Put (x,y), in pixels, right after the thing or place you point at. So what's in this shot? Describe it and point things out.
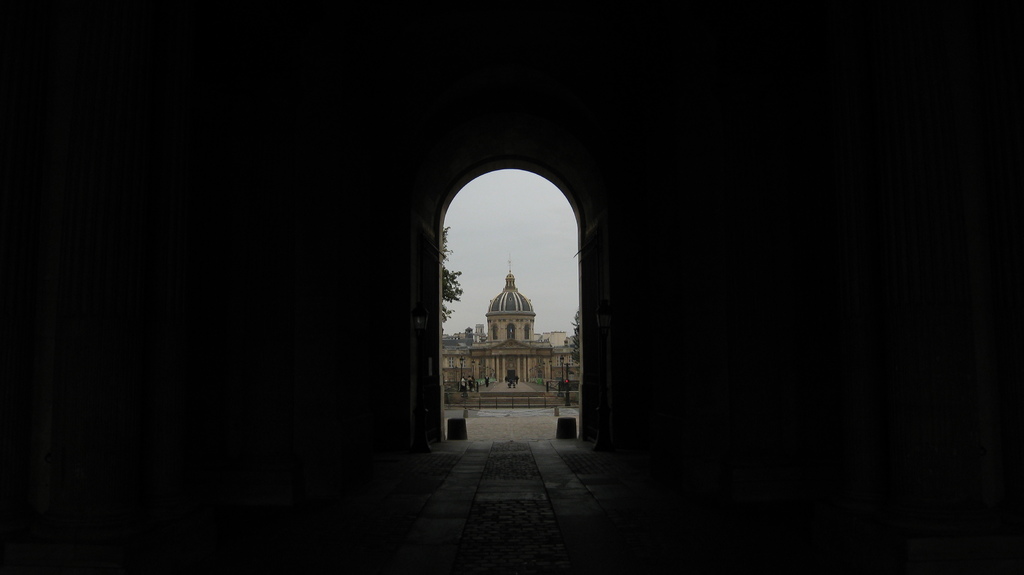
Here in this picture we can see a tunnel (721,345) present, through that we can see an old monumental building (486,359) present over there and we can also see people (514,381) standing and walking over there and we can see plants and trees (458,289) present over there and we can see the sky (496,259) is cloudy over there.
